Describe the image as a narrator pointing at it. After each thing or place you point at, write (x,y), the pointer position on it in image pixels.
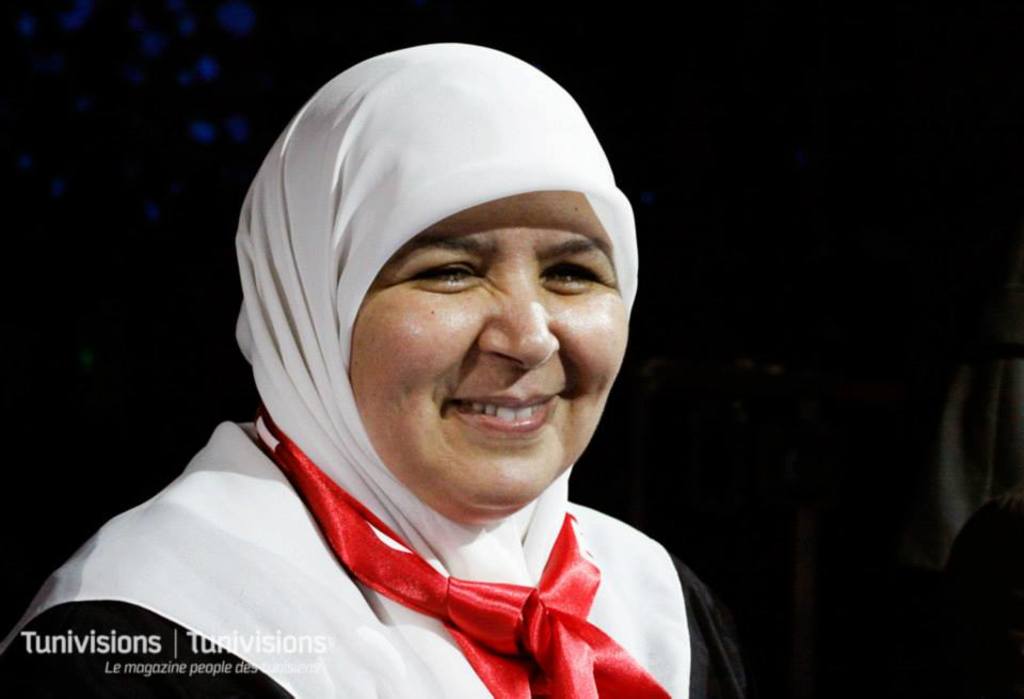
In the image we a woman (409,528) wearing clothes (377,517) and she is smiling. The background (177,210) is dark and on the bottom left (210,653) we can see water mark (81,658).
